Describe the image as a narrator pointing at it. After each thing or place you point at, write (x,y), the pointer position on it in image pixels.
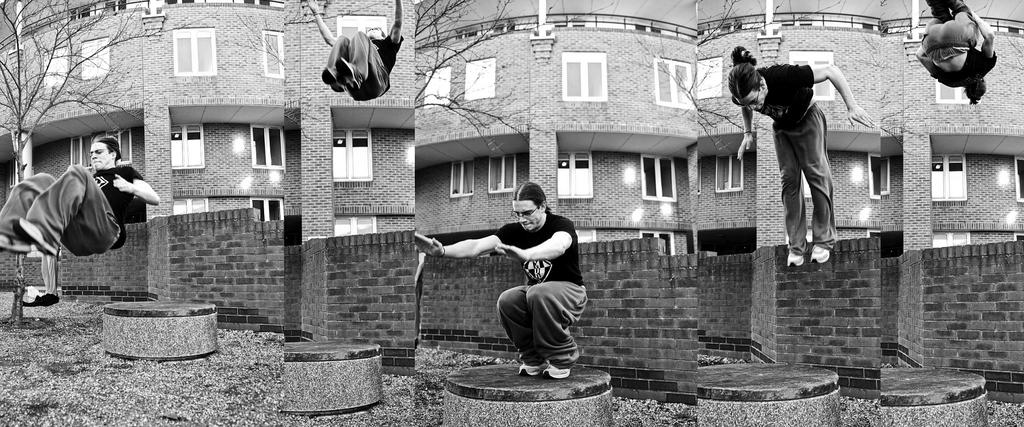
It is a collage picture, in the picture a man (939,60) is doing jumping. Behind him there is a wall (980,347) and tree (16,30) and building (290,13).
